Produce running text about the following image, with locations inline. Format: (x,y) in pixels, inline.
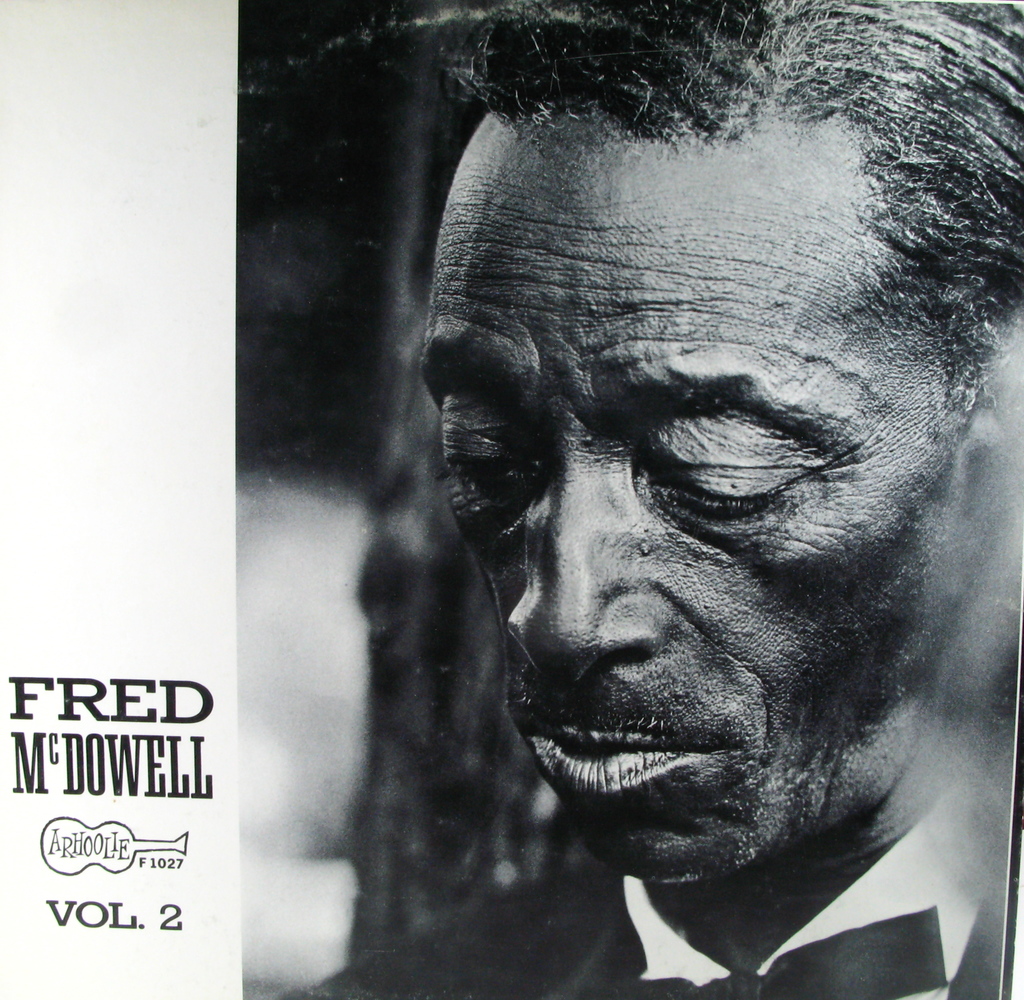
This is a zoomed in picture. On the right (728,197) we can see a person (682,406). The background of the image (469,824) is blurry. On the left (104,756) we can see the text (112,765) and the numbers (173,928) on the image.
